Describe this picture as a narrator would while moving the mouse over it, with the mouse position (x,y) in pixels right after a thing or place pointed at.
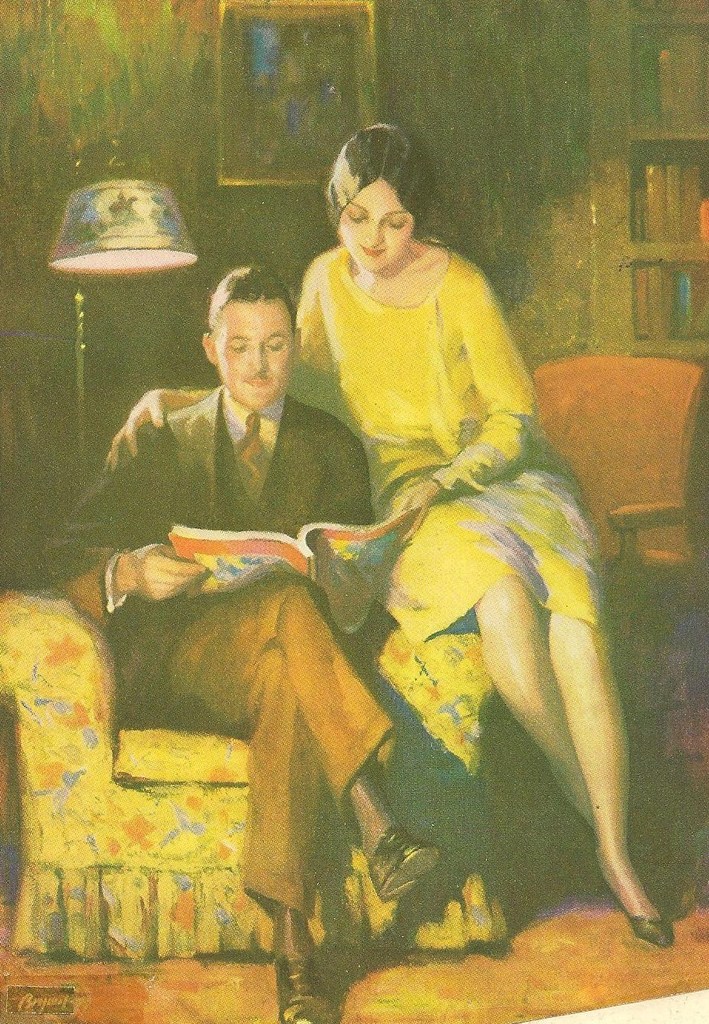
In this picture we can see a man (333,771) sitting on a chair (464,856) holding a book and a woman (398,608) beside him. We can also see a lamp (79,304), a group of books (642,305) in the shelves (686,243) and a frame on a wall (521,273).
